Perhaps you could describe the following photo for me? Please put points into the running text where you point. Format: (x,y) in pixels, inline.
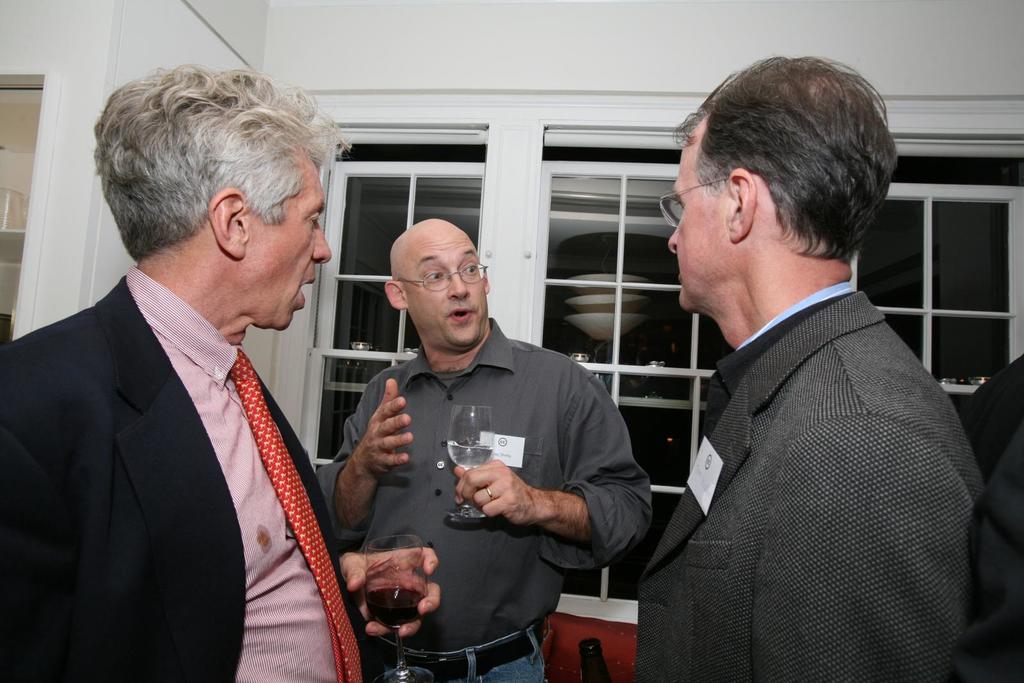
In the center of the image (437,390) we can see persons (415,473) standing and holding glass tumblers (399,550). In the background (573,268) we can see windows (604,239) and wall (560,28).
